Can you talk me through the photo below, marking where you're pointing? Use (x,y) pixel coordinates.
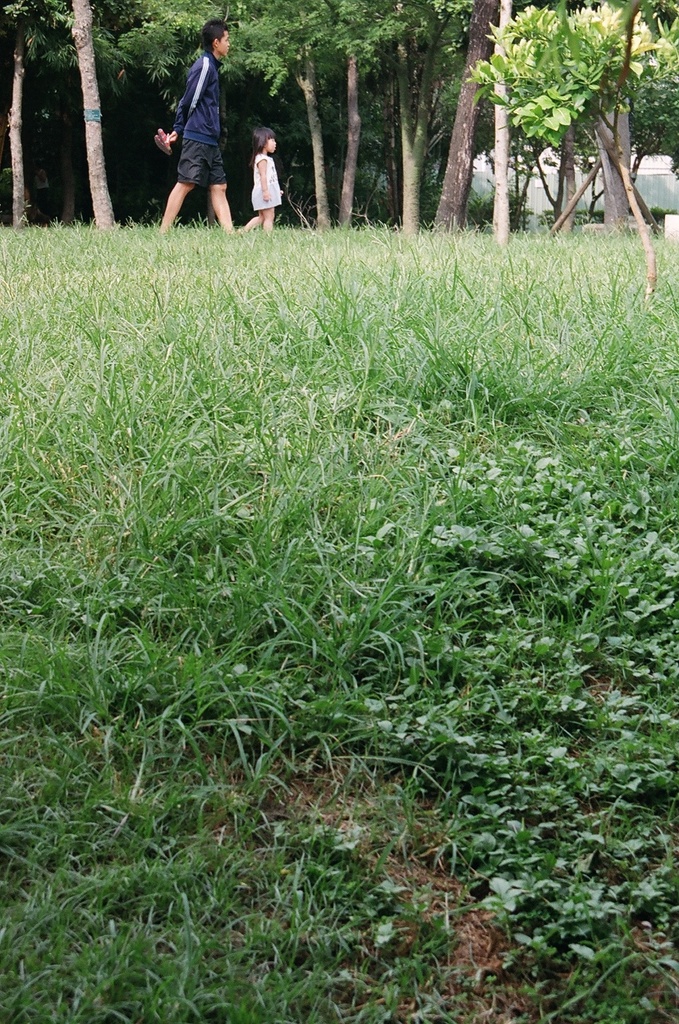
In this image there is a person (208,167) and a child (251,226) walking on the surface (324,408) of the grass (309,516). In the background (410,13) there are trees (470,28).
